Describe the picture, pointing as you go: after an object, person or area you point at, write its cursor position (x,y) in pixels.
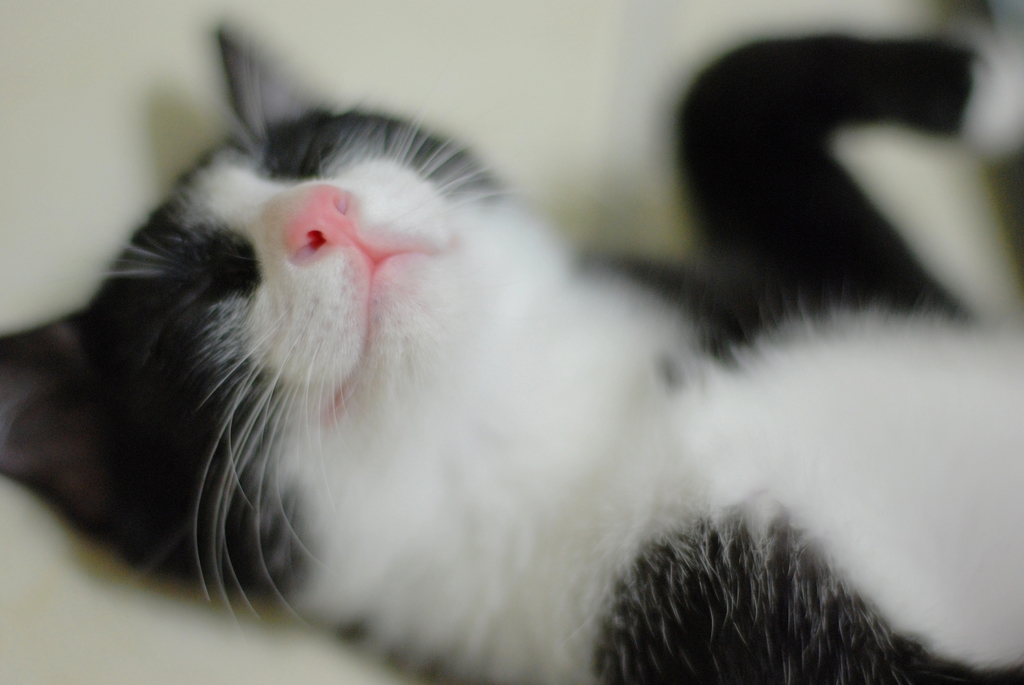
In this image we can see a cat (454,481) on the surface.
